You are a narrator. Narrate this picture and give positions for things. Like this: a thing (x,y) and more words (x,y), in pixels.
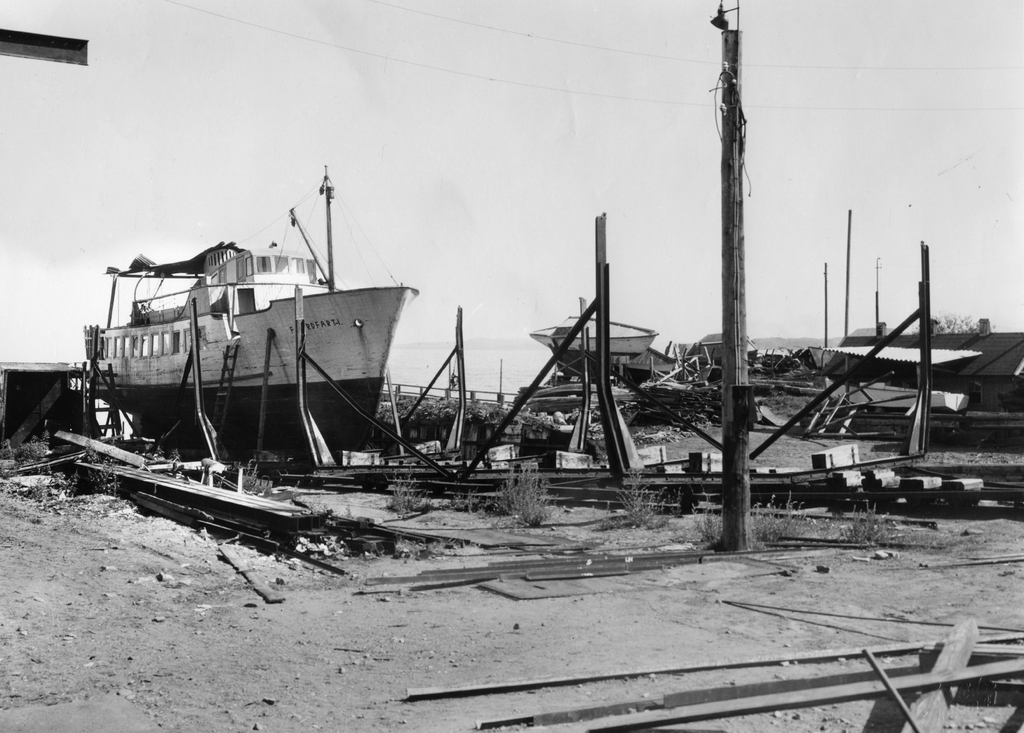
This is a black and white image. In this image we can see ships (312,292), destroyed boats (794,360), sheds (853,379), wooden bars (688,347), logs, plants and sky (299,140).
